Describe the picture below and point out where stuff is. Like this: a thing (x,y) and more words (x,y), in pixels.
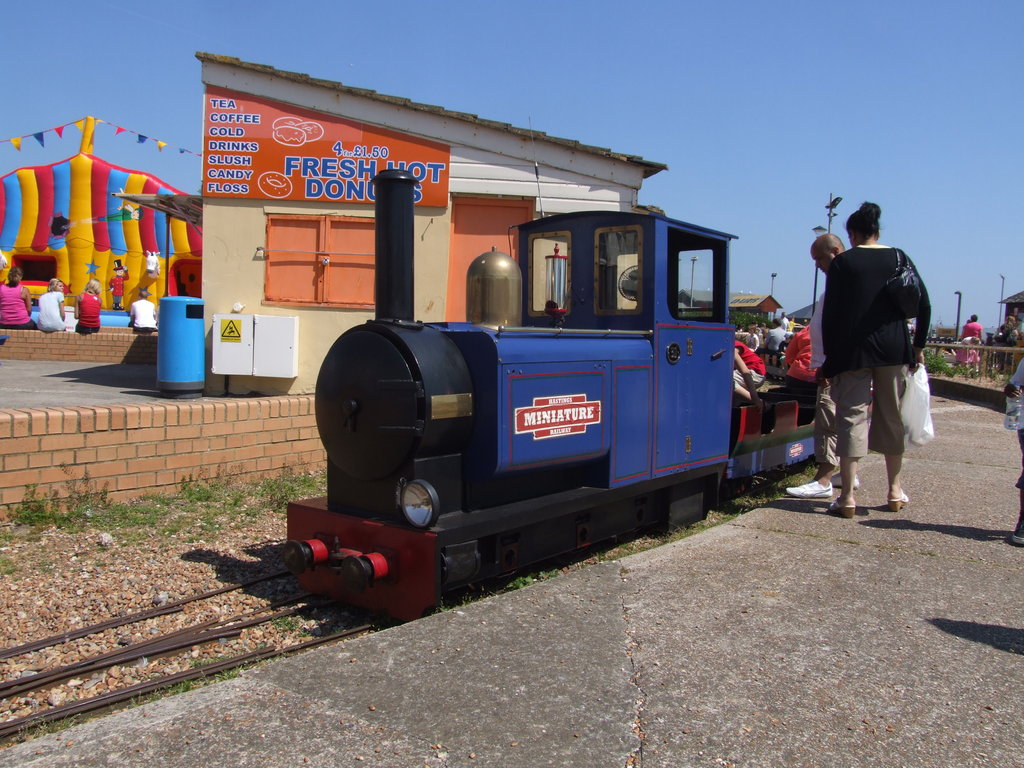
In this picture we can see a train (620,513) on the track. Here we can see few persons (16,289), bin (177,355), boxes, poles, fence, plants (960,372), sheds (242,222), board (437,198), flags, and an object (172,266). In the background (690,99) there is sky (779,217).
